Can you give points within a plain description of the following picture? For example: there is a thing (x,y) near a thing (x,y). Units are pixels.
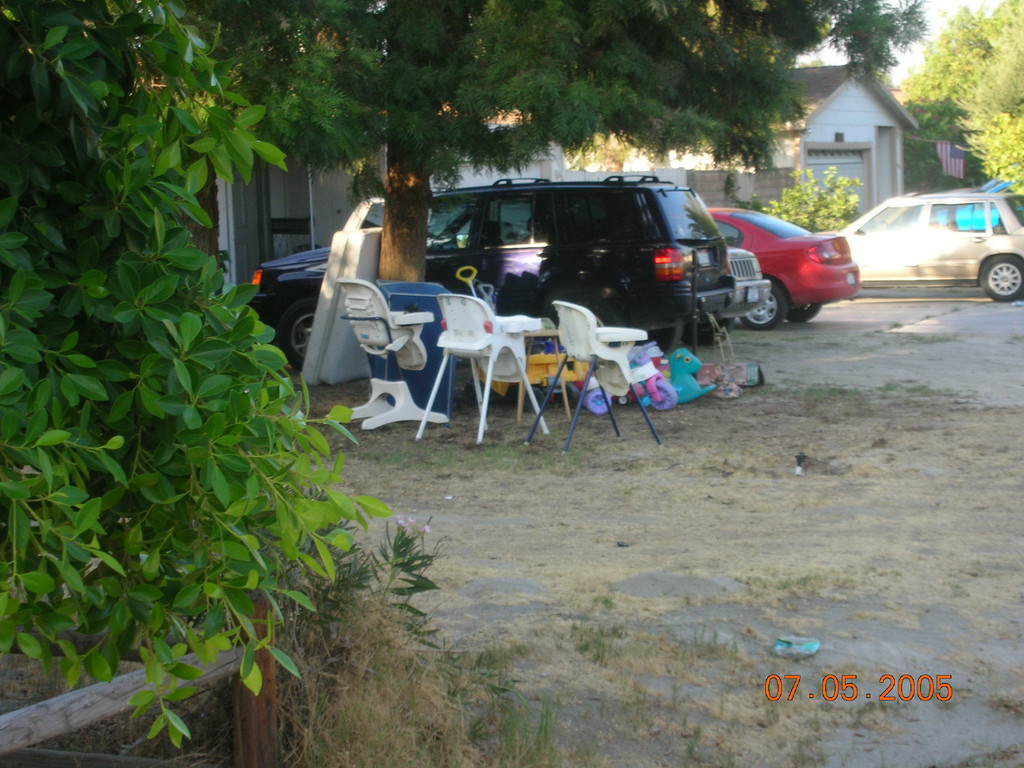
This image is clicked outside. where there are four vehicles (677,272) parked. And there are chairs (619,364), toys (574,381), in the middle of the image (420,356). In the background (405,93), there are big trees (641,122) and buildings (786,134). In the front (590,693), there is a dry grass (666,688) at the bottom (409,688).
